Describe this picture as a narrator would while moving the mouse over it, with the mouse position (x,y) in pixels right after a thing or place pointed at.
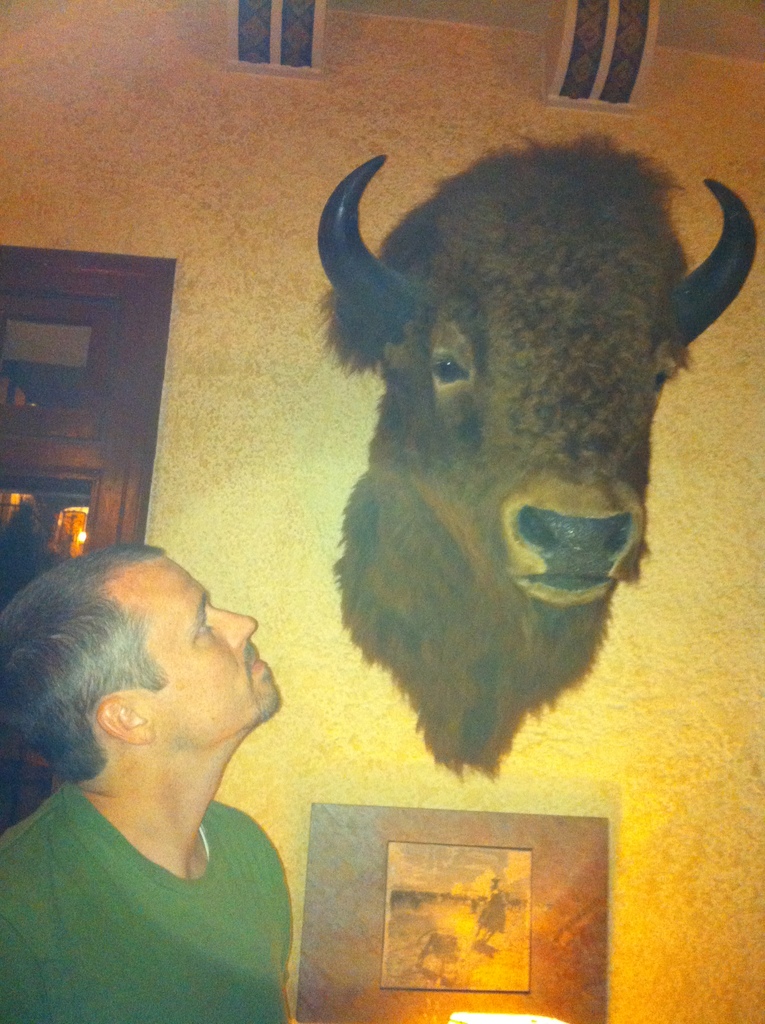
In this picture I can see a man (12,851), there is a photo frame (474,917) and an animal head (423,657) attached to the wall (762,975).
